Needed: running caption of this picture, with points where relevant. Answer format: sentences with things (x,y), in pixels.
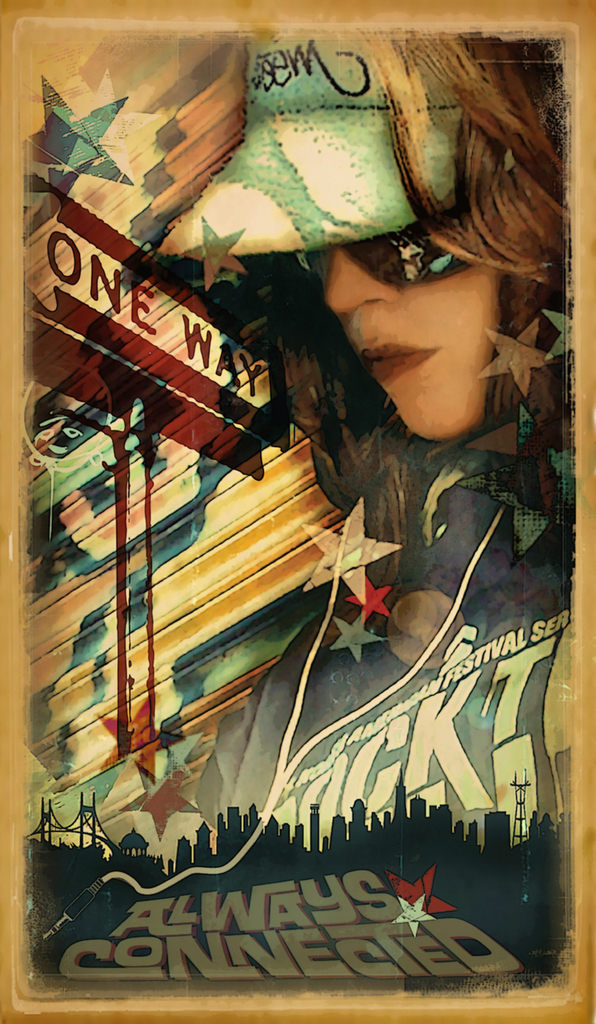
In this image I can see a poster (269,661) in which I can see a person (368,460). I can also see some text (313,937) written on it.
